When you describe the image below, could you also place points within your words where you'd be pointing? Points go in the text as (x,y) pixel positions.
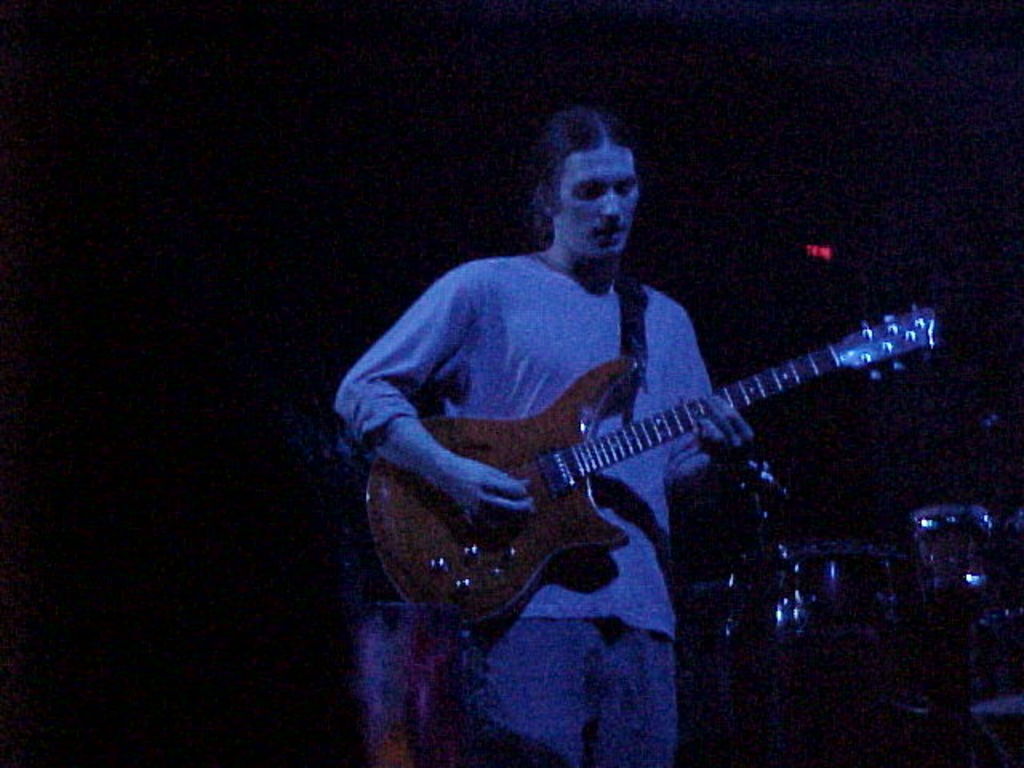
In this image we can see a person (566,337) playing a guitar (508,450). In the back (871,583) there are drums (886,586). And it is looking dark in the background (117,744).
